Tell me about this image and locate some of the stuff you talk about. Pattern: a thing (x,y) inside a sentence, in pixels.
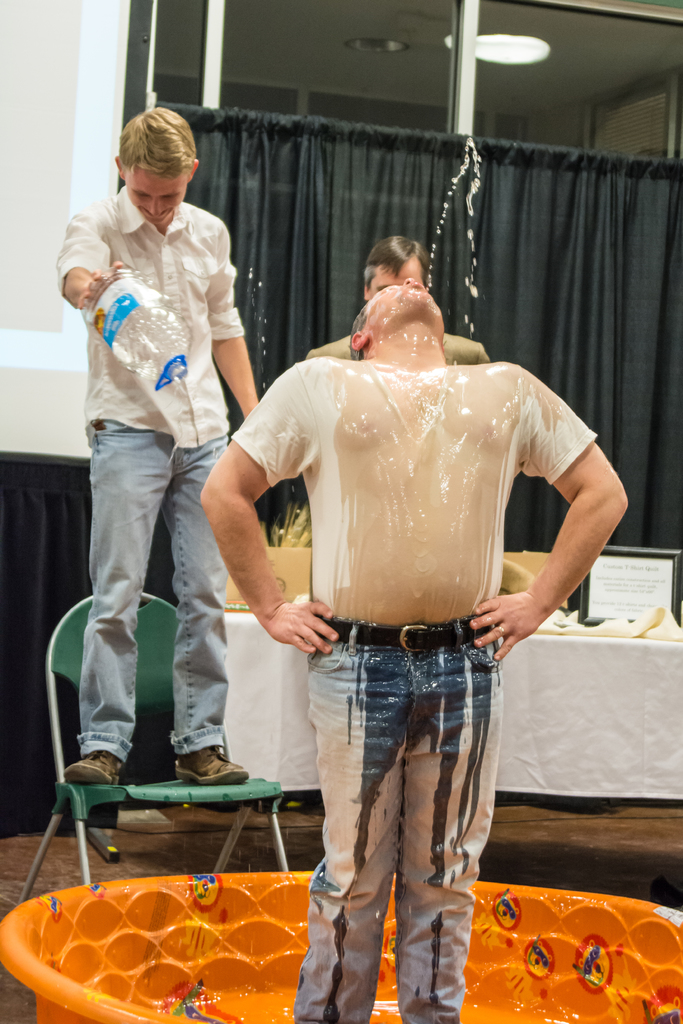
In this picture, we see a man (467,439) is standing in an orange color inflatable bathtub (243,950). He is getting the water (252,286) poured on him from a bottle (169,299). On the left side (150,467), we see a man (207,423) in the white shirt (176,291) is standing on the chair (140,690). He is smiling. Behind him, we see a black curtain (218,206) and a white wall (47,387). Beside him, we see a man (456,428) is standing. Behind him, we see a table (523,654) which is covered with a white color cloth (583,696). We see a frame (642,579), white cloth (572,625) and some other objects (295,589) on the table (609,654). In the background (437,165), we see a curtain (467,289) in black color. At the top (362,82), we see the lights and the ceiling (575,29) of the room (471,103).
